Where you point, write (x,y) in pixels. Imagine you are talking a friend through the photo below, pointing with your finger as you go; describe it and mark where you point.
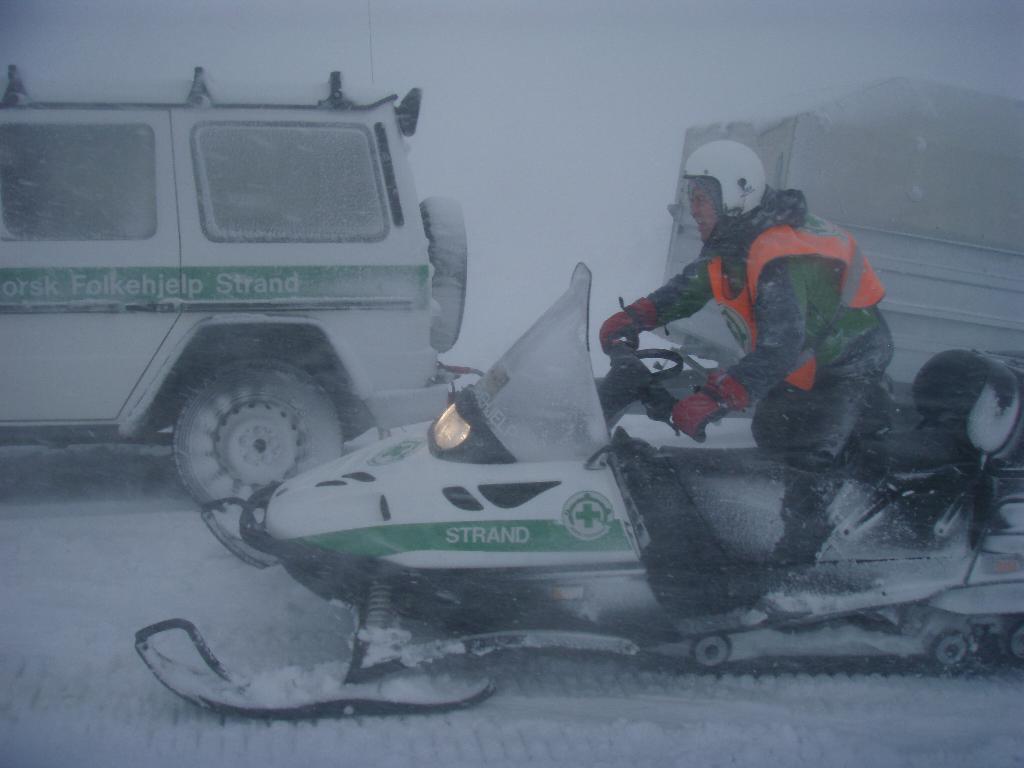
In this picture we can see a man (742,381) is riding a snowmobile (712,456) on the snow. Behind the man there are vehicles (841,225) and the white background (485,111).
